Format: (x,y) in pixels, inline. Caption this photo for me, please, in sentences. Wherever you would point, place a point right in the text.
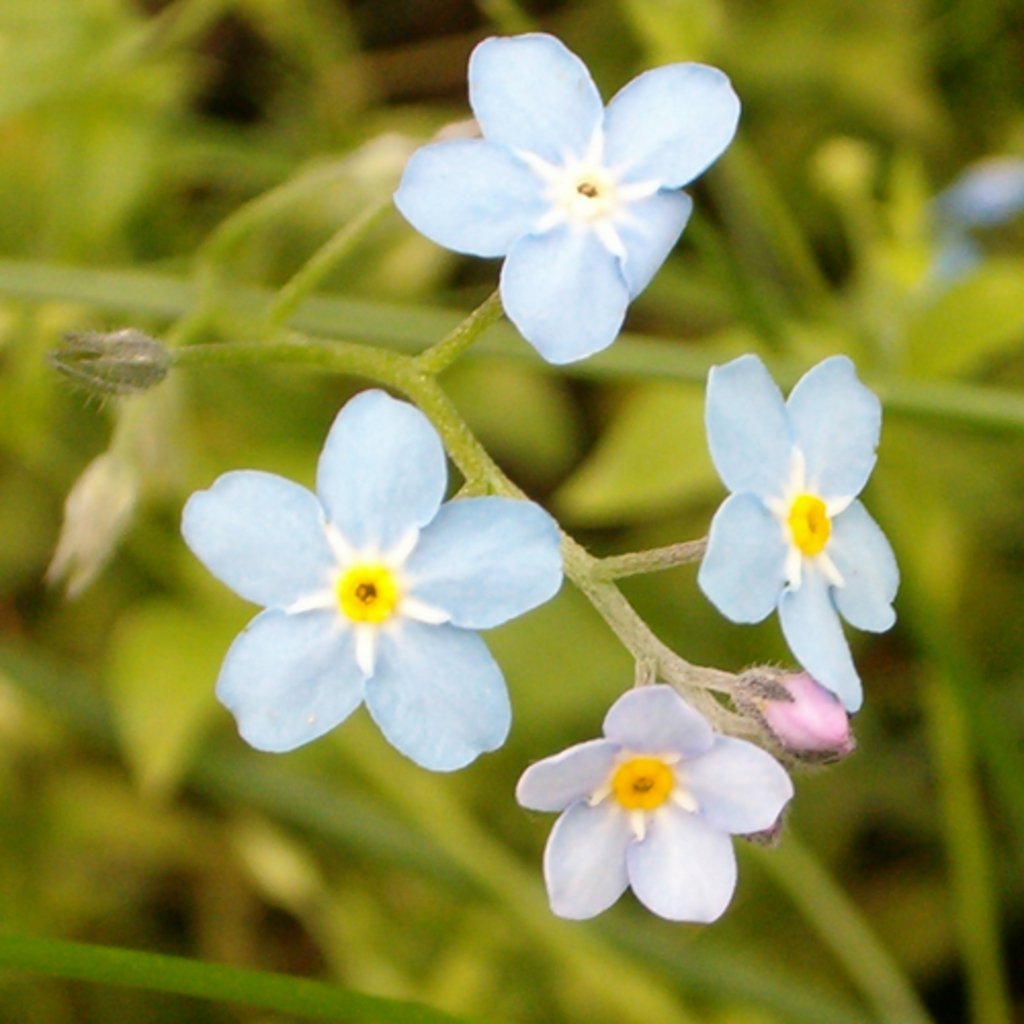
In this image I can see the flowers (558,354). In the background (483,267), I can see the plants (857,159).
